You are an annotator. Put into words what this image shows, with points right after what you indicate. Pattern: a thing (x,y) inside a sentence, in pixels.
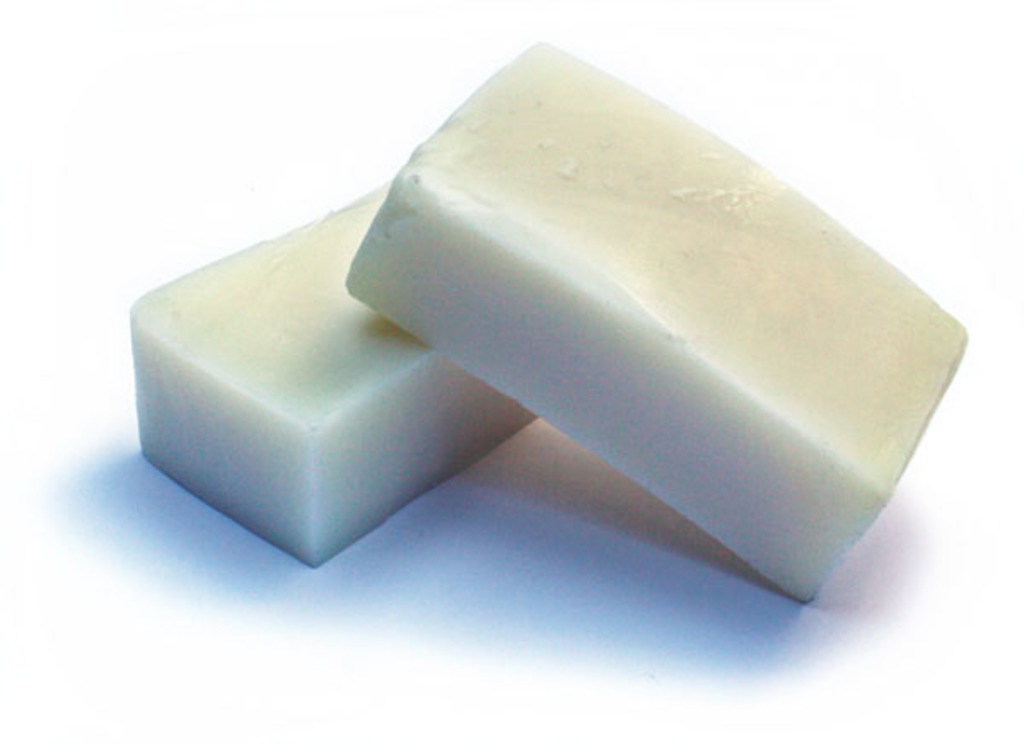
In this picture, we can see some white color objects (439,293).
